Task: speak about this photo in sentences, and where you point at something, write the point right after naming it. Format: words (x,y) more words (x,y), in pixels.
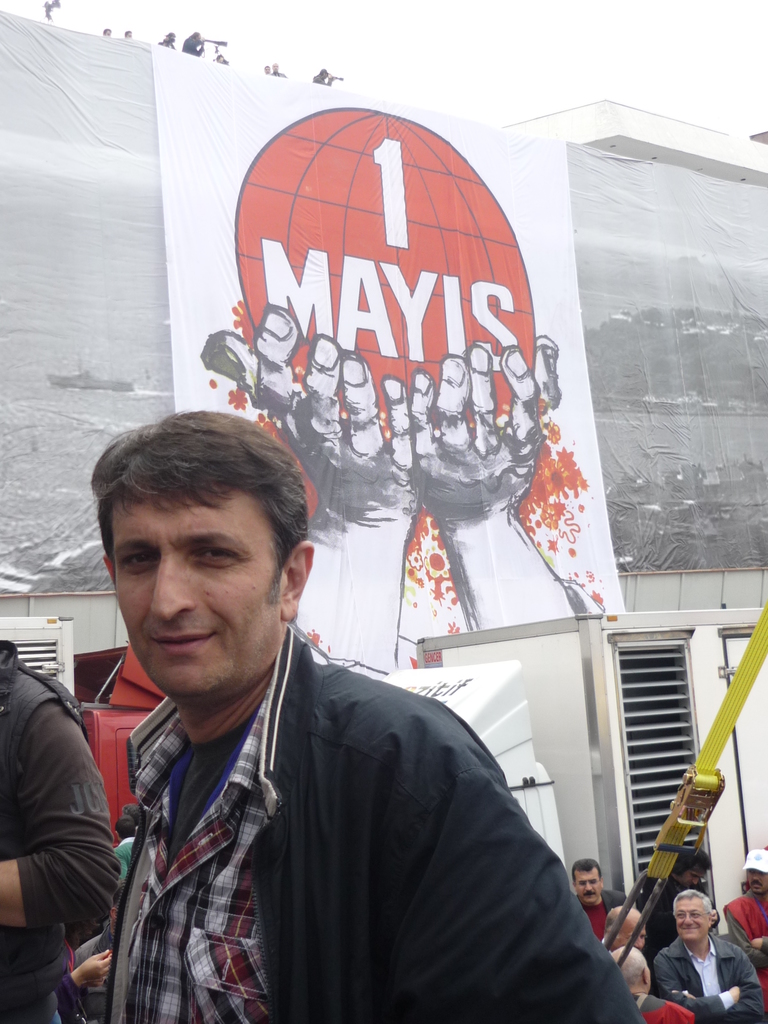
There is a person (264,544) in black color jacket (436,796) standing near another person (15,762). In the background (756,950), there are persons (739,952) sitting on chairs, there is a banner (209,129) hanged on the wall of a building (610,357). On the top (277,65), there are persons (164,43) standing on the floor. And there is sky (723,93).
